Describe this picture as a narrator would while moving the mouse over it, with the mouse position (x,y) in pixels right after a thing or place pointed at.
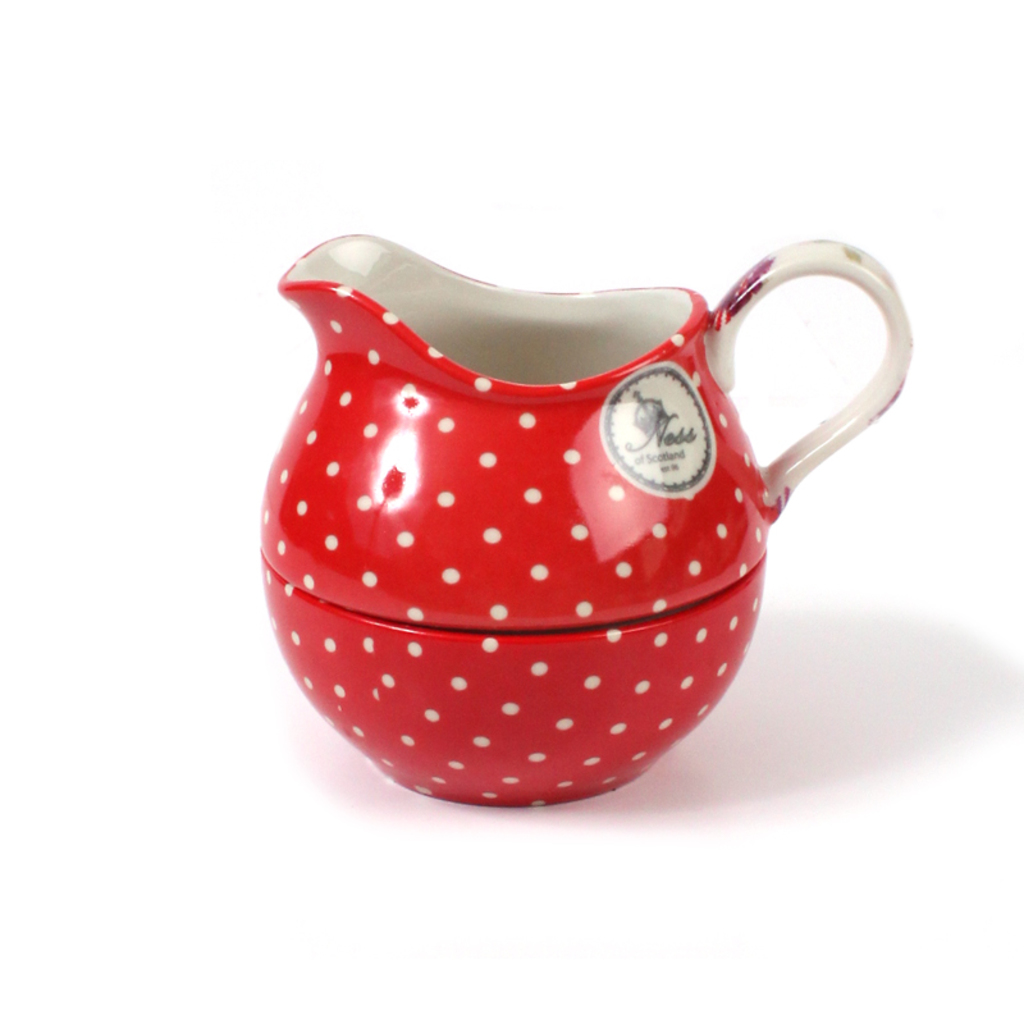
In this picture I can see a jug (811,263) on an object (638,731).
